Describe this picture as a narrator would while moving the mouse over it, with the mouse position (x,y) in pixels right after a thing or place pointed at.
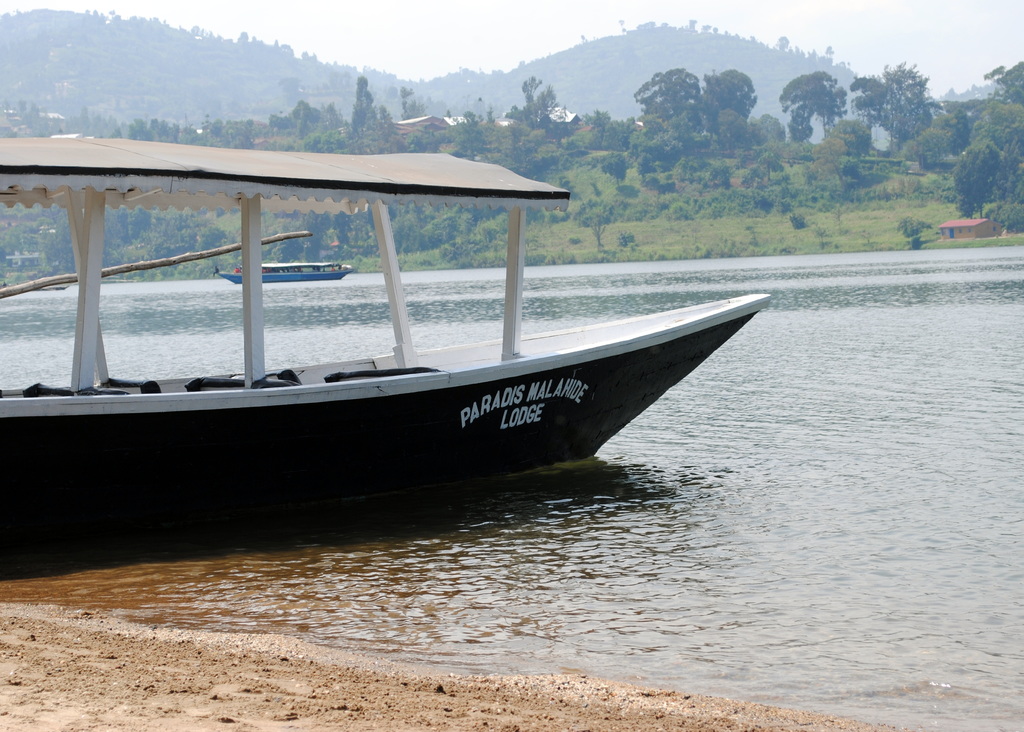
In this image we can see boats (530,347) on the water (711,490). In the background (639,221) we can see grass (875,249), plants (341,257), trees (640,171), houses (457,119), mountain (71,92), and sky (410,1).
